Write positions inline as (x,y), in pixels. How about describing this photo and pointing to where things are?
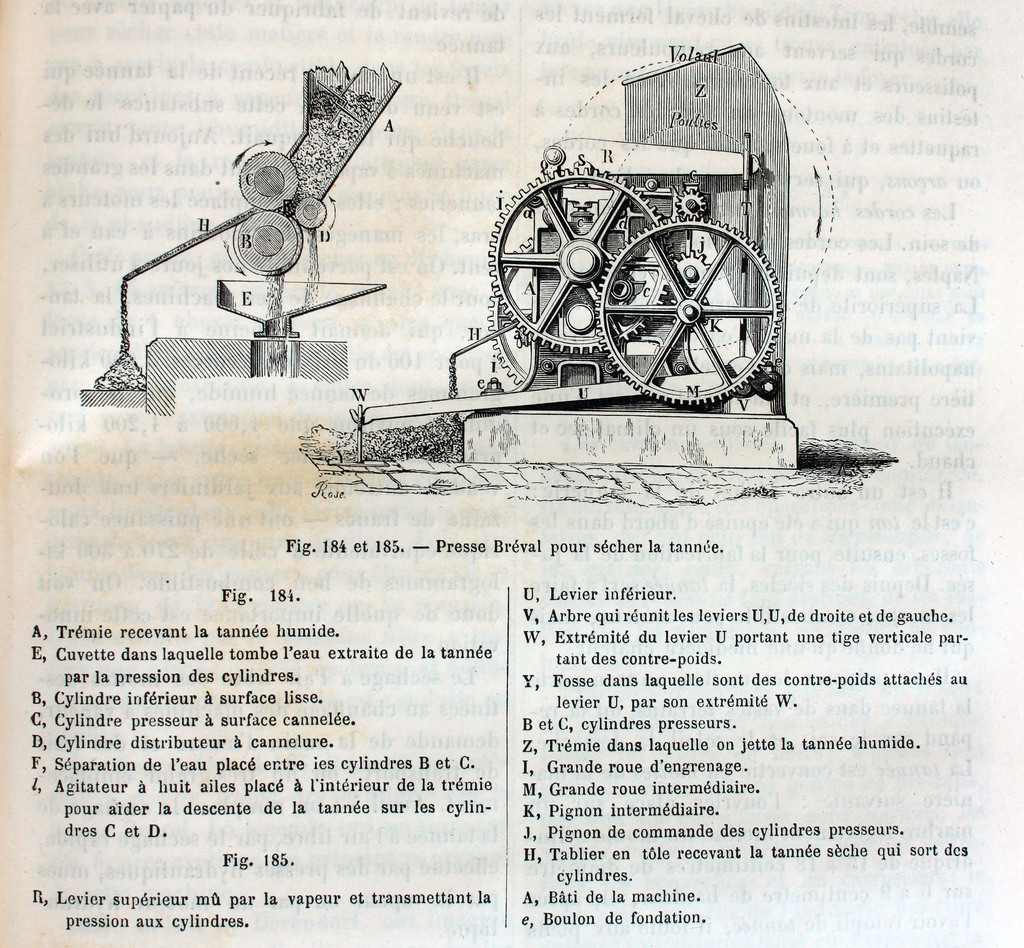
In this picture we can see a paper (436,648), on which we can see some text (606,678) and few images (666,297) looks like a machine (643,315).
